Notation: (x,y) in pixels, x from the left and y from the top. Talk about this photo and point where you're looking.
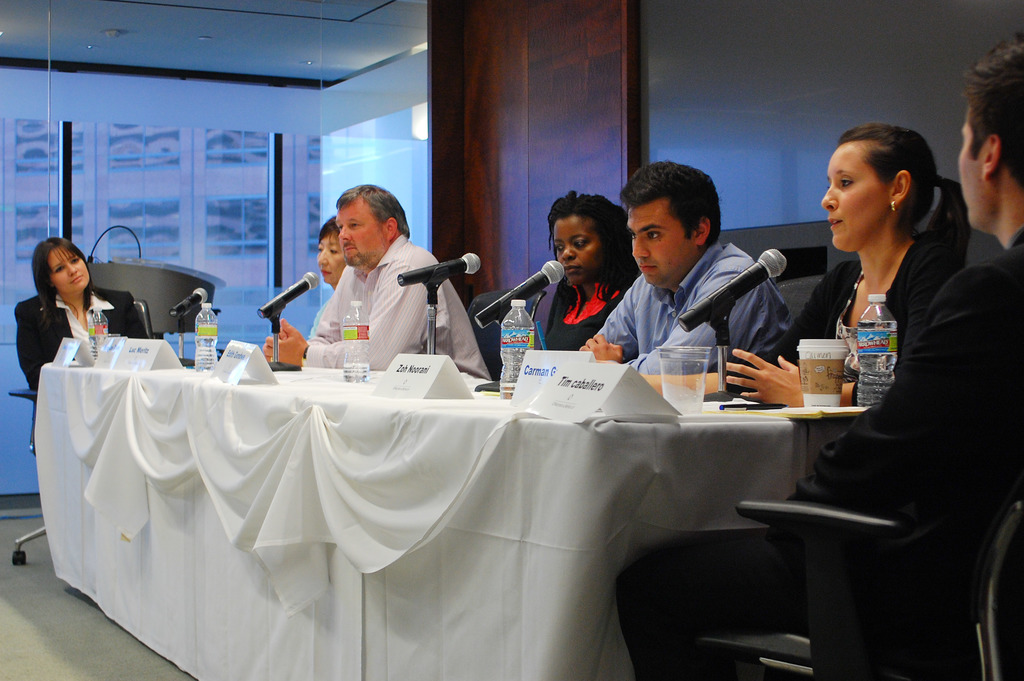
In this image in the front (255,510) there is a table (472,509) which is covered with white colour cloth (509,472). On the table (177,369) there are bottles (359,358), there are boards (567,393) with some text (564,407) written on it, there are mics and there are glasses (686,370), behind the table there are persons (573,282) sitting. In the background (263,155) there is glass (300,155) and there is a wooden wall (552,132).
